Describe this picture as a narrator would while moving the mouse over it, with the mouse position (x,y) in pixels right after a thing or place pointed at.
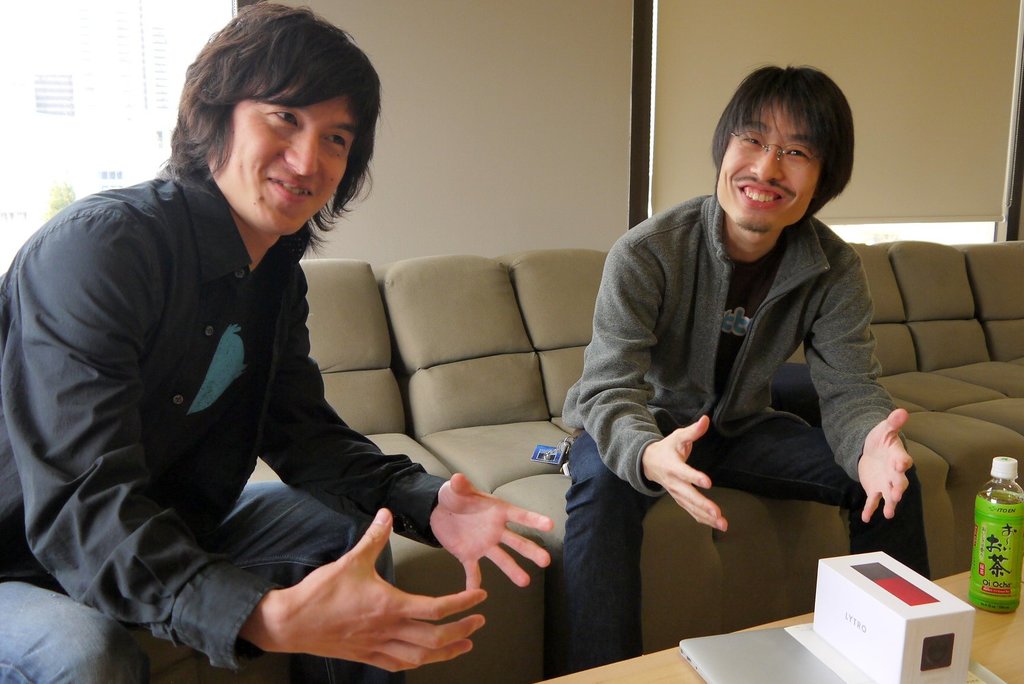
This picture shows two men (1,560) Seated on the sofa bed (868,254) and we see a bottle (991,597) and a box (840,609) and a laptop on the table (1011,667).
